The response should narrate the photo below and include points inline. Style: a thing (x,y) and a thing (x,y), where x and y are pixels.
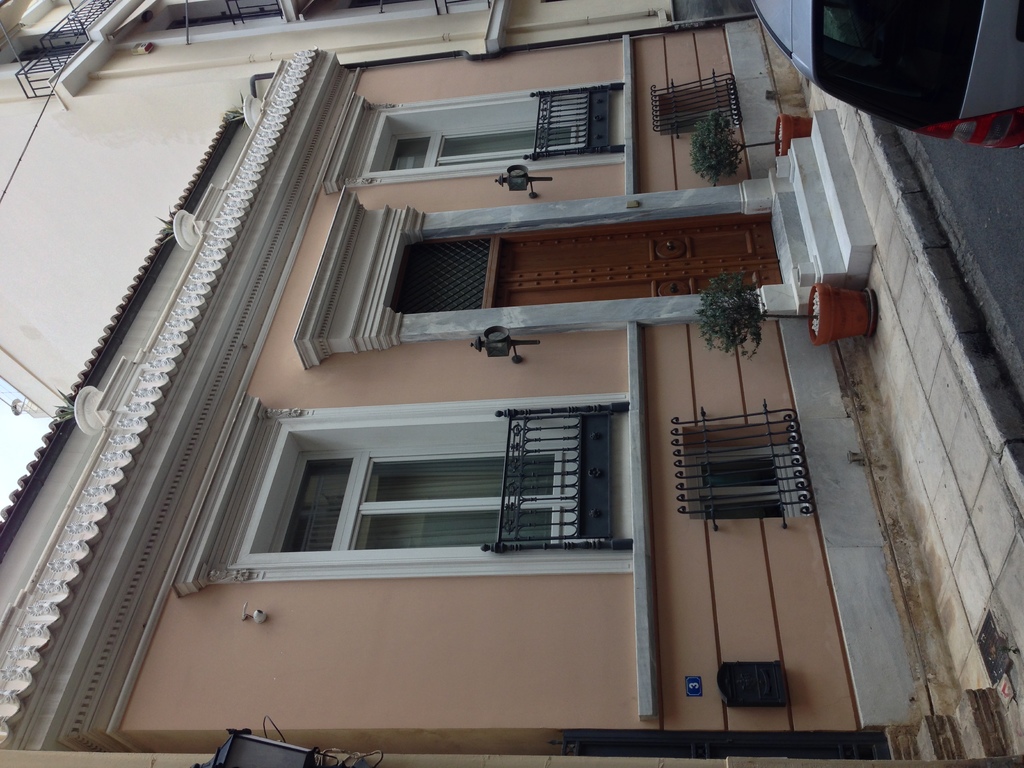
In this image we can see a building (468,522) with some windows (532,494), door (735,268), stairs (836,249) and some pots (816,331) with plants (710,330). We can also see a street lamp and a car (982,86) on the road (1008,302).
